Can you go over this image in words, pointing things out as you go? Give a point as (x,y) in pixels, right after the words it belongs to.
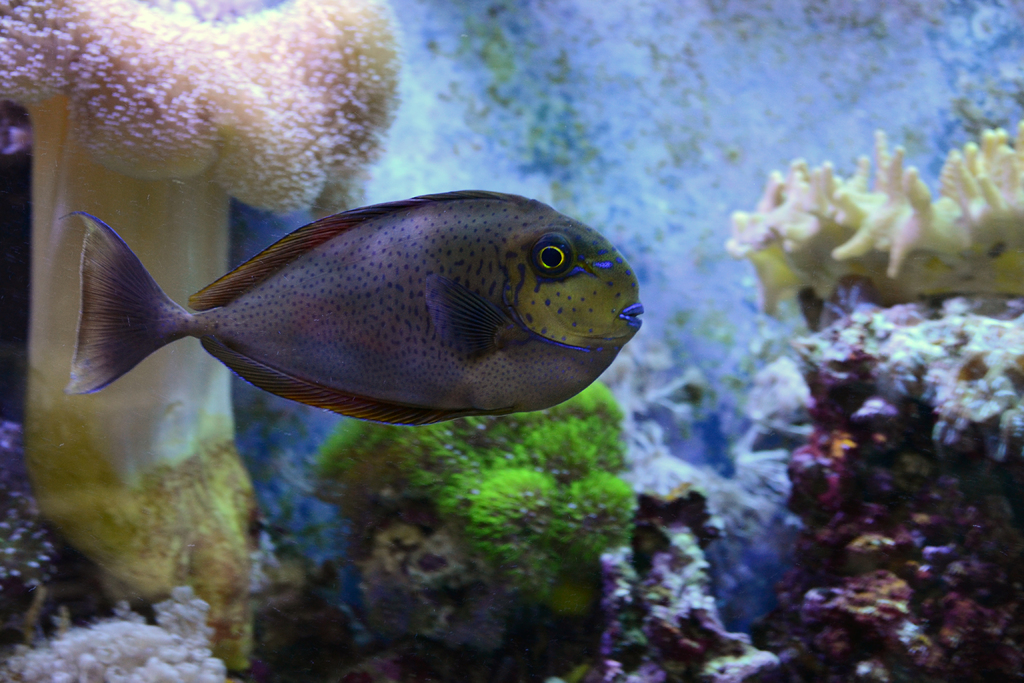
This is a zoomed in picture. In the center (527,371) there is a fish (380,304) swimming in the water body (627,237). In the background (599,538) we can see the marine creatures (504,512) and marine plants (292,61).
